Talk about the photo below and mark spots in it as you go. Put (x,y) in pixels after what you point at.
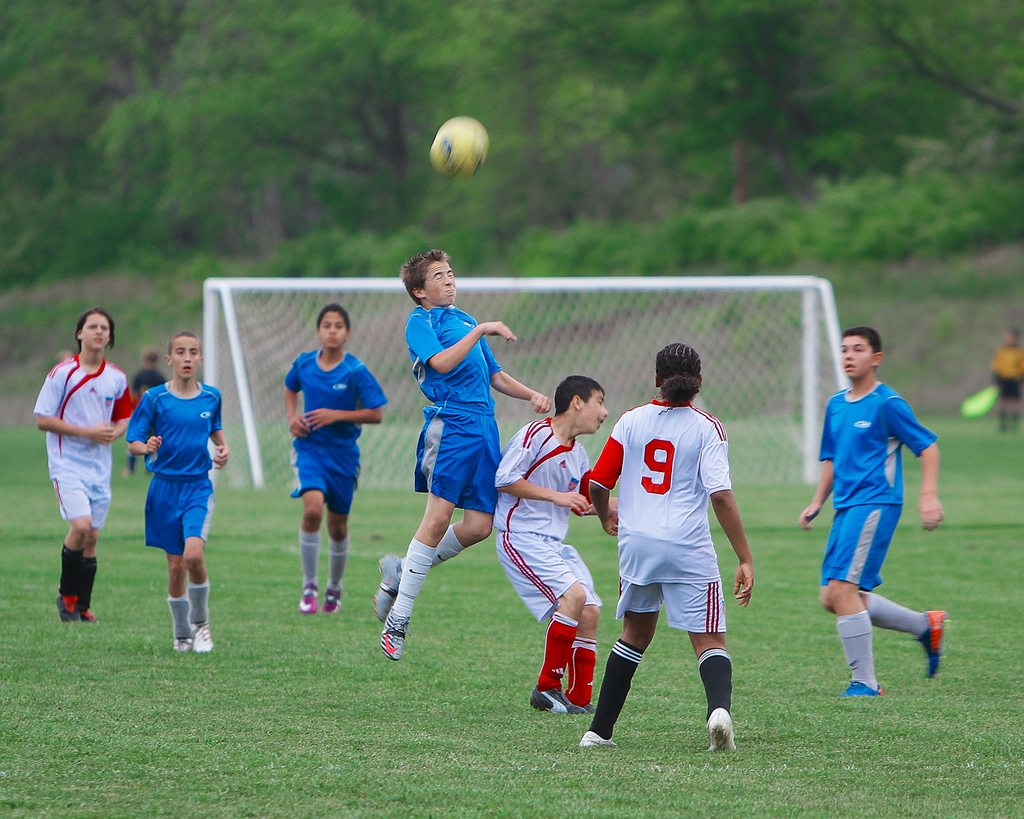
In this image we can see some players (483,540) in the ground (467,603). On the backside (752,399) we can see a football goal net (373,284) and some trees (635,178). We can also see a ball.
